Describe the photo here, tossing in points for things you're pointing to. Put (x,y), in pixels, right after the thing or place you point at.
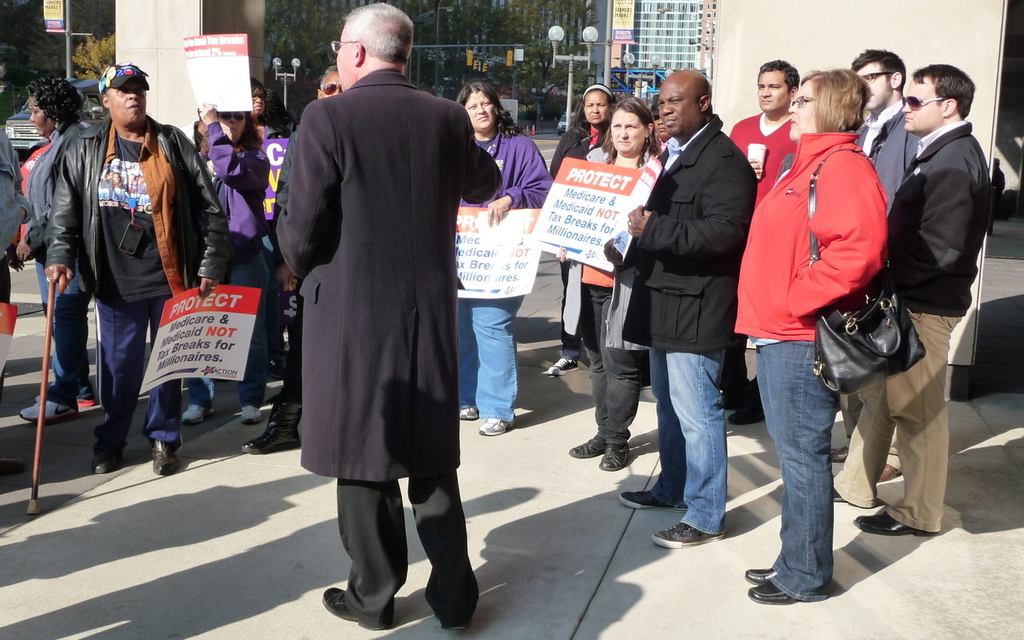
The person (327,214) wearing black coat (377,219) is standing and speaking to the people (277,98) in front of him who are holding banners (207,347) in their hands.
